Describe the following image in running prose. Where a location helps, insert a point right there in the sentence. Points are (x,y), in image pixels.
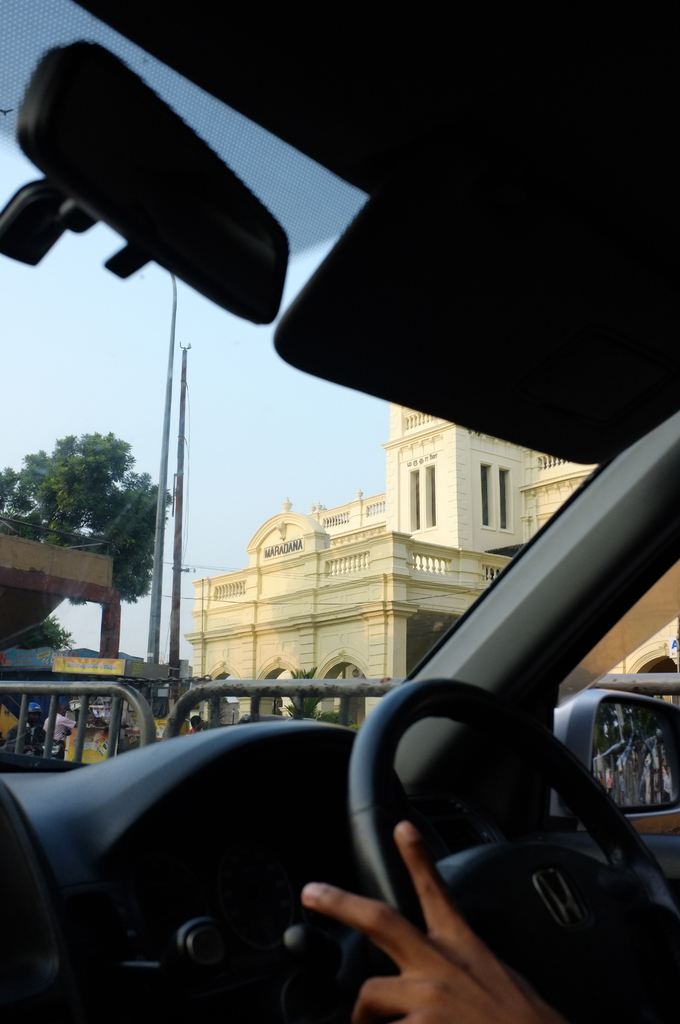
This image is taken in the car (586,874). At the bottom of the image (483,993) there is a person's hand (403,940) holding a steering (372,829) and we can see a building (280,572), trees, poles (160,555), fence (177,704) and sky (302,414) through the glass (242,451) of a car (240,787).
